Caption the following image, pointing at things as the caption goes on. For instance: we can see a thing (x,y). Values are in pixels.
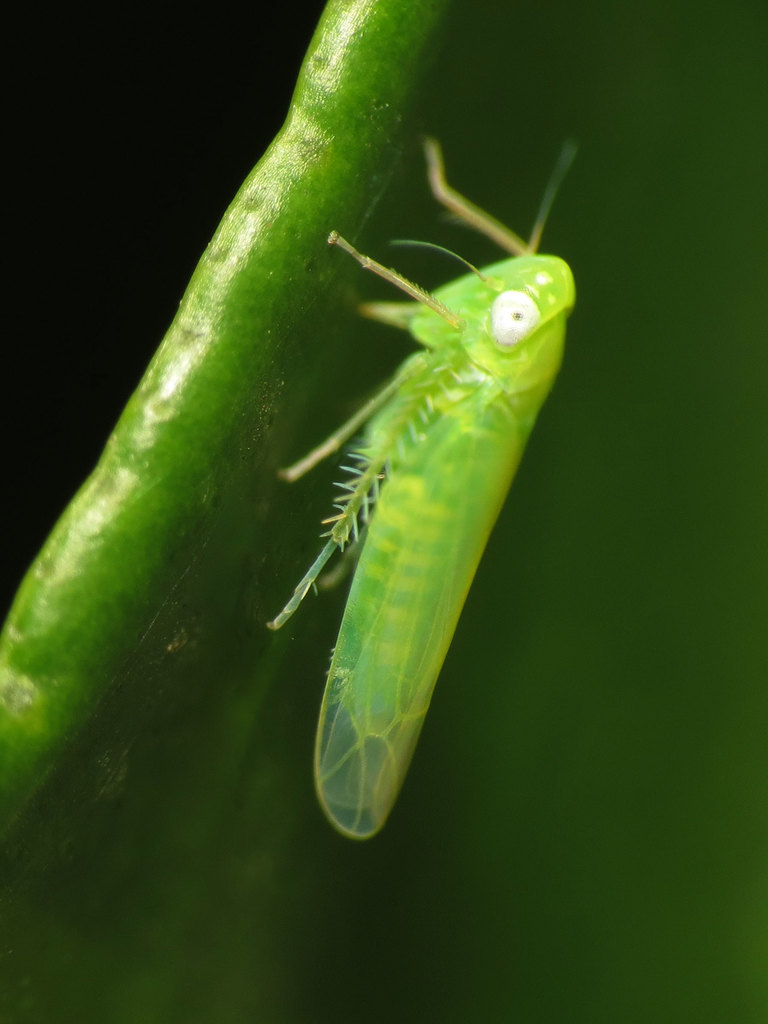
This is a picture of a leafhopper (419,506) on the leaf (311,506).
